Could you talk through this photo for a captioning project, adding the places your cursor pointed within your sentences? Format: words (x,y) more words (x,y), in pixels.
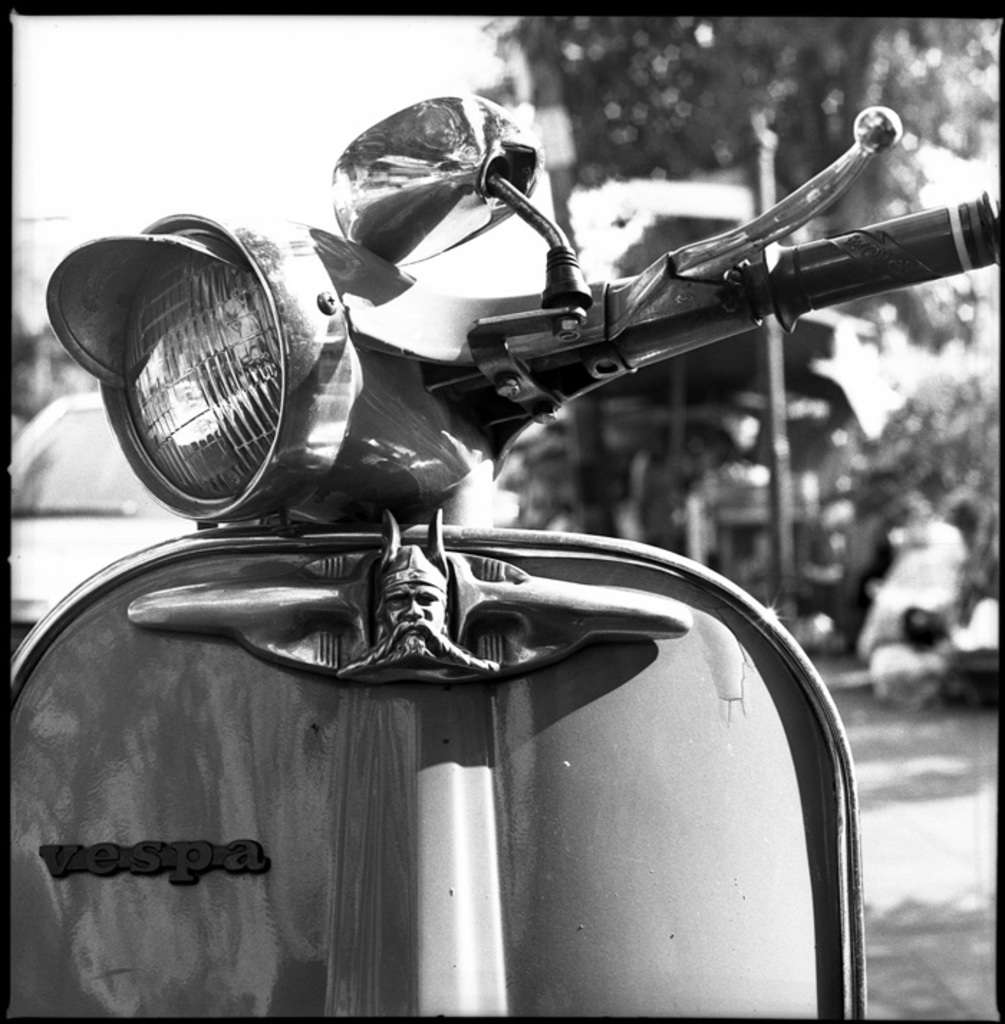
In this image I can see a scooter (417,819) and here I can see this vespa is written. In background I can see few trees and I can see this image is blurry from background (958,98). I can also see this image is black and white in colour.
